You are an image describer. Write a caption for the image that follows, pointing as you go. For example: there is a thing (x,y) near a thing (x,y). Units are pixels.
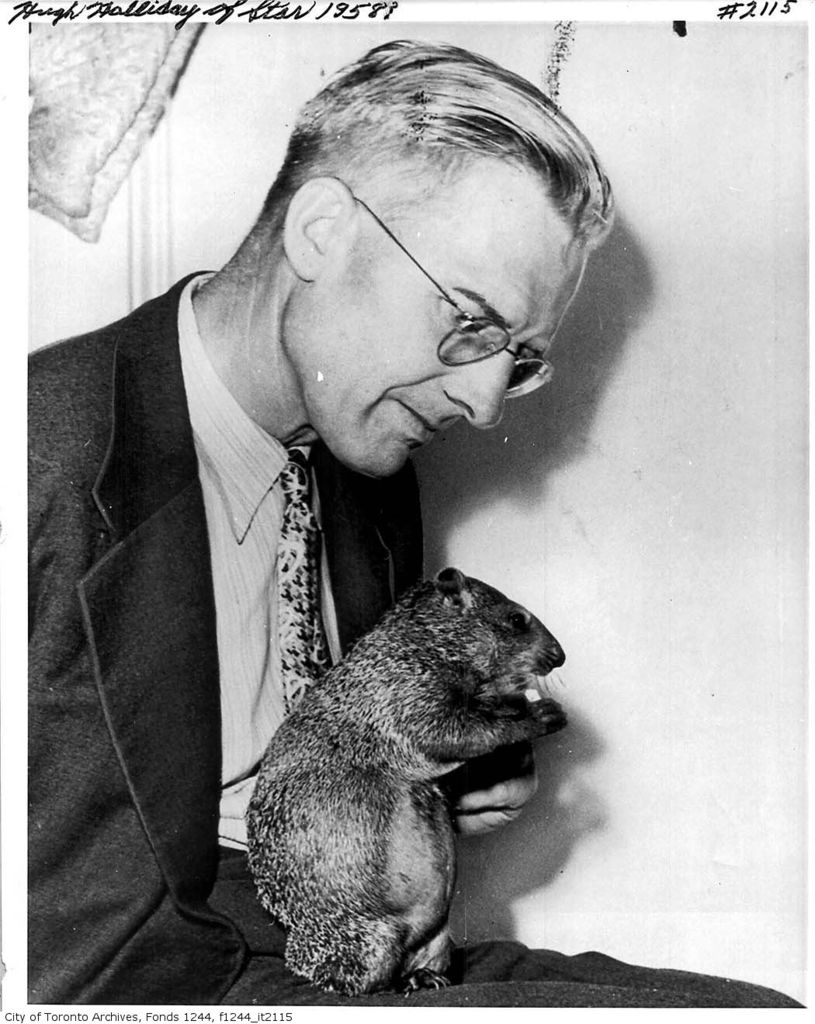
In this picture I can see there is a man (111,706) sitting, he is wearing a blazer (90,711), shirt (257,624), a tie (303,556) and spectacles (492,350). There is a groundhog (377,921) on his leg (518,971) and he is looking at it. In the backdrop (585,88) I can see there is a wall (613,816) and there is something written on the top of it.
